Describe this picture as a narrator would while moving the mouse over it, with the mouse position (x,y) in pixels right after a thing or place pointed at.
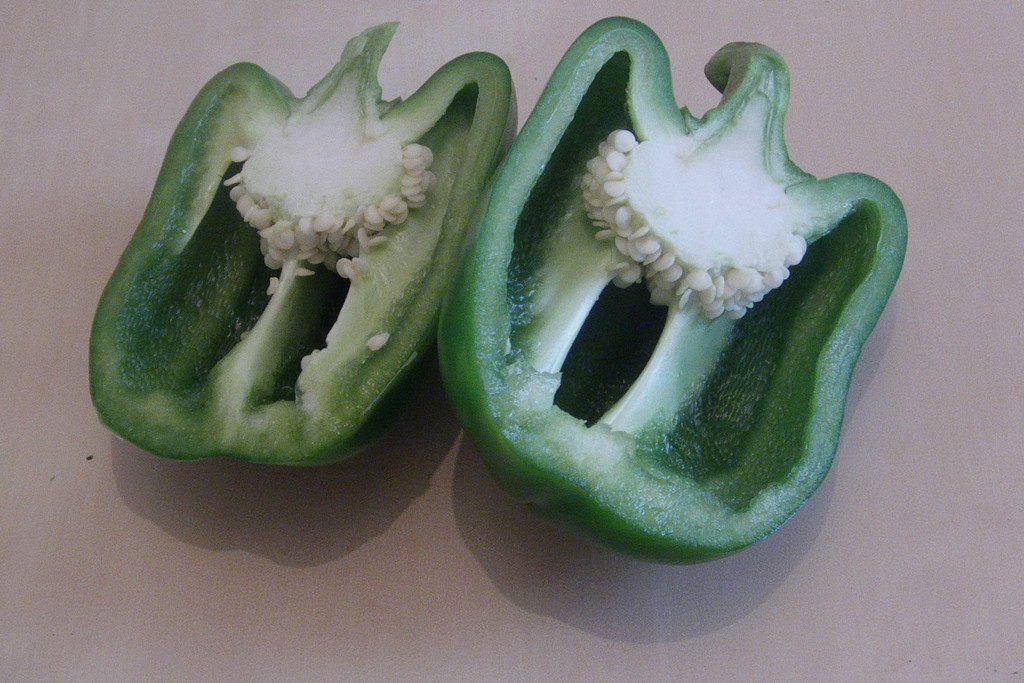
We can see green pepper pieces (541,464) on the white surface (488,511).
